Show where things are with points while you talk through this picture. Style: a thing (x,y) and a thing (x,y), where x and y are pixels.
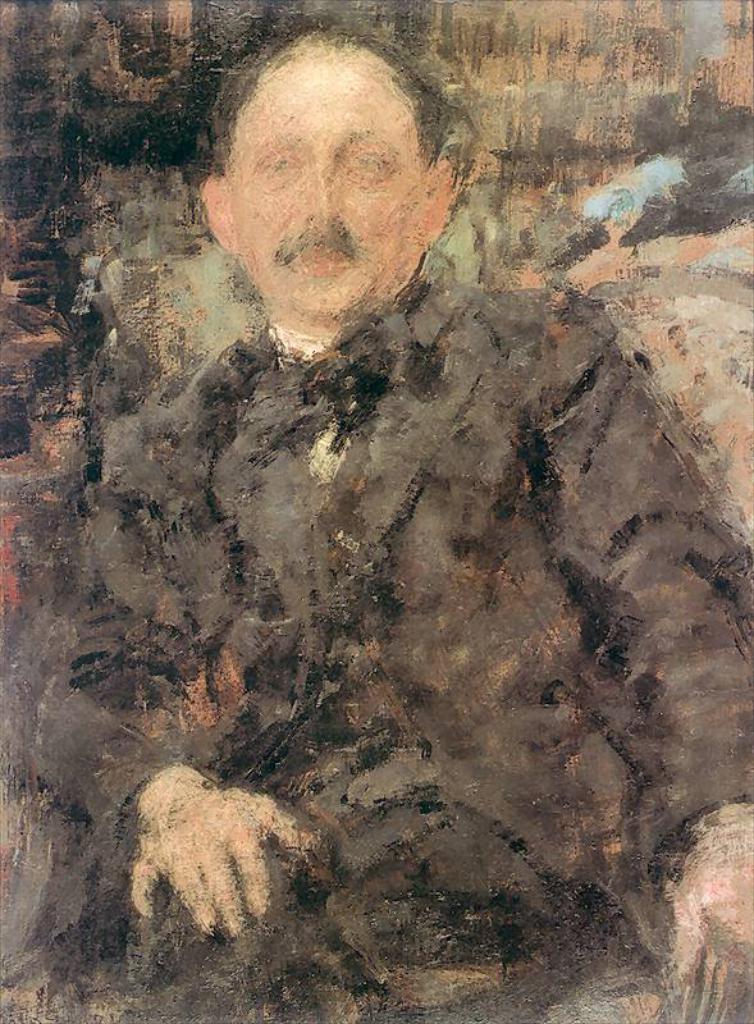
In this image there is a painting (425,491) of a person (425,491).
